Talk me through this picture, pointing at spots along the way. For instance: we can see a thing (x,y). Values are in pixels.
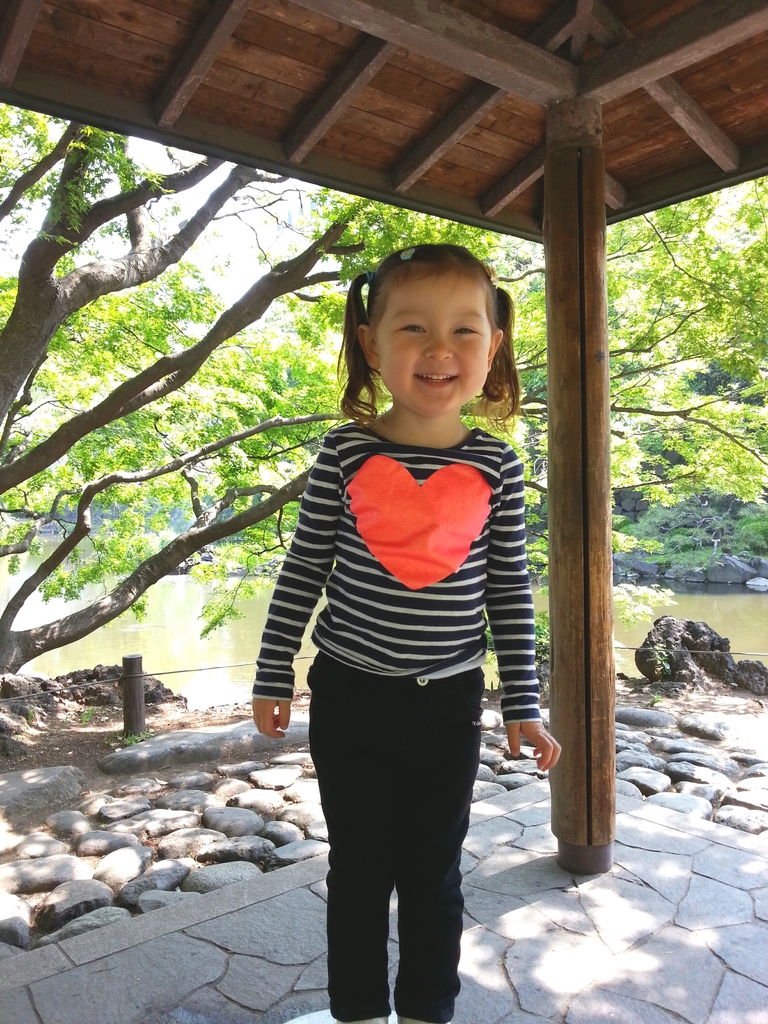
In this image we can see a child (334,900) wearing striped top (289,667) is standing on the floor (273,956) and smiling. In the background (755,58), we can see the wooden pergola (441,164), stones (58,853), fence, water (731,626), rocks (643,566), trees (731,522) and sky (249,267).
